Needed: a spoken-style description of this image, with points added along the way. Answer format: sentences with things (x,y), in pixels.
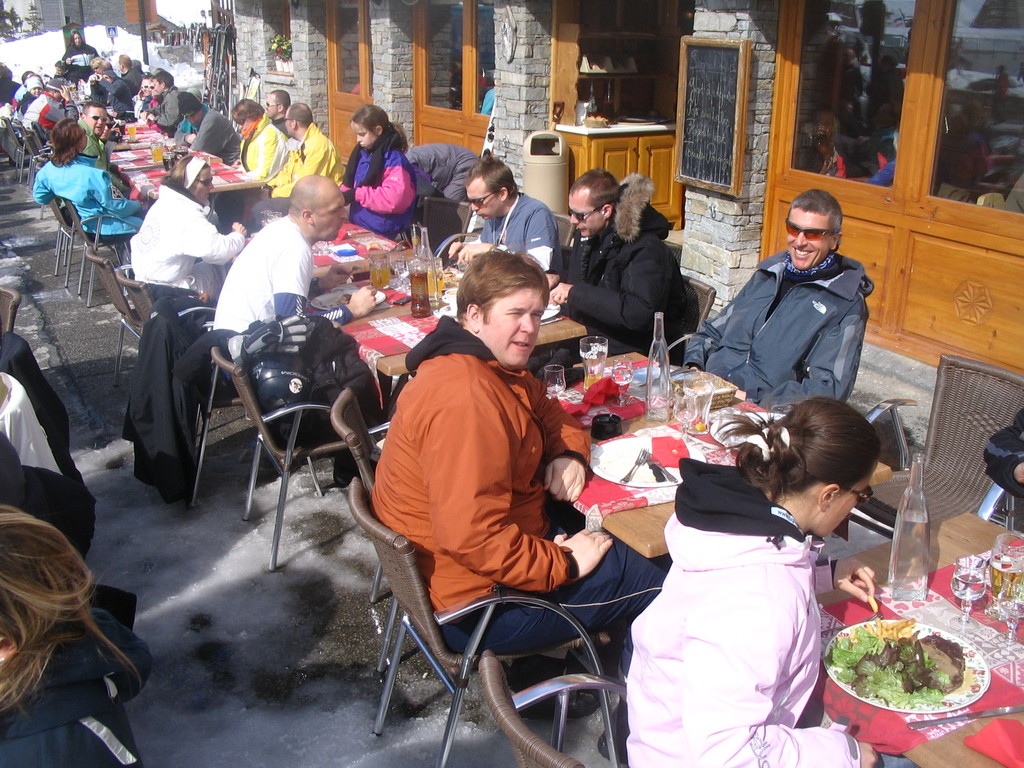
In the image we can see group of people (421,438) were sitting in front of table (420,258) and they are having food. On table (637,430) we can see some food items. Coming to the background (513,50) we can see the wall (323,81), door (471,94), board (699,120) etc.
